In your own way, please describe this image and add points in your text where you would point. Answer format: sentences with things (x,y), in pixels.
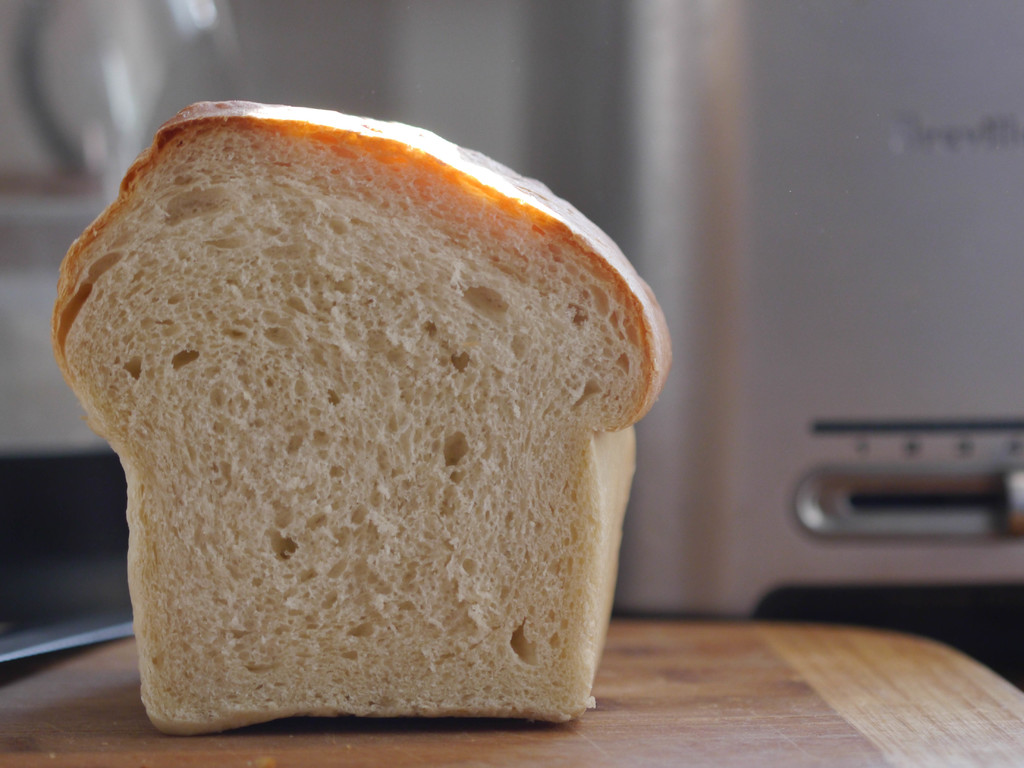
In this image we can see a bread (578,470) on the wooden surface (681,684). It seems like an electronic device (876,262) on the right side of the image (949,379). The background (53,413) is blurry.
